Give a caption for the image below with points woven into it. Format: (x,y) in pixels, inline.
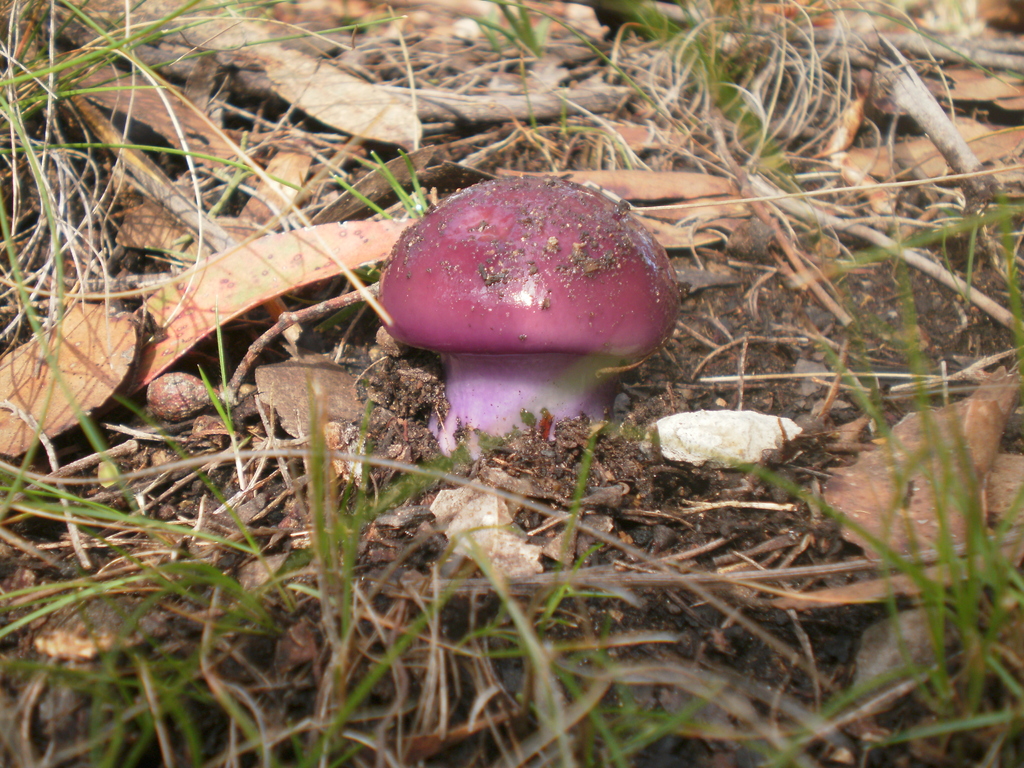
In the picture I can see the mushroom (479,257) and broken wooden blocks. I can see the green grass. I can see the stones (177,381) on the soil (534,450).
